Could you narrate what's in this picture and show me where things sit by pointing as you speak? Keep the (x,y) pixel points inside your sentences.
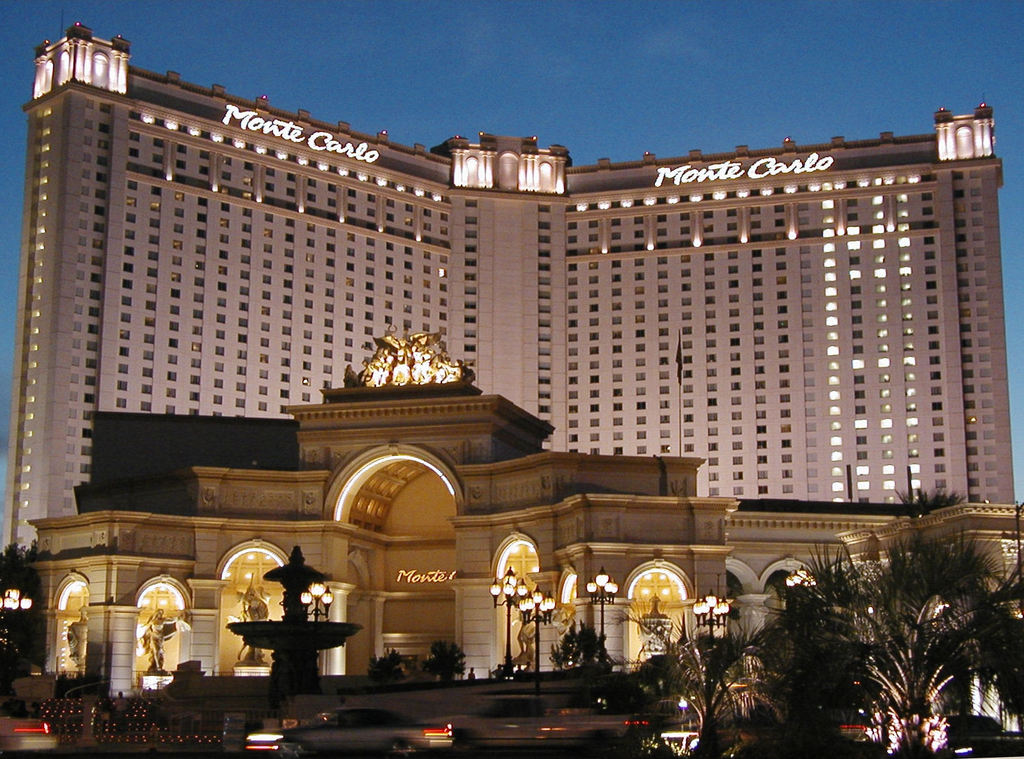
In this image I can see few trees (902,671), few lights (324,611), few vehicles (334,721), a fountain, a huge building (214,365) and few statues (156,632) in front of the building (225,636). In the background (421,56) I can see the sky (543,61).
